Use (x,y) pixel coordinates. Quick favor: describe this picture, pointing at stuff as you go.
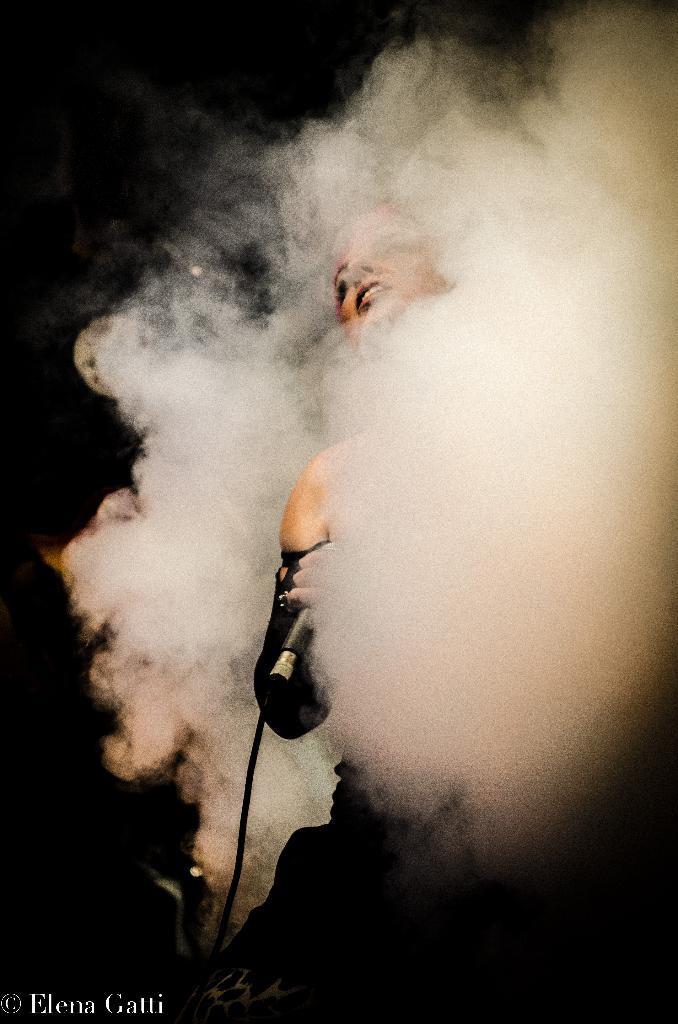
In this image we can see a person (395,294) holding a mic (295,636) and smoke (301,327) around the person (391,243) and a dark background (29,345).
